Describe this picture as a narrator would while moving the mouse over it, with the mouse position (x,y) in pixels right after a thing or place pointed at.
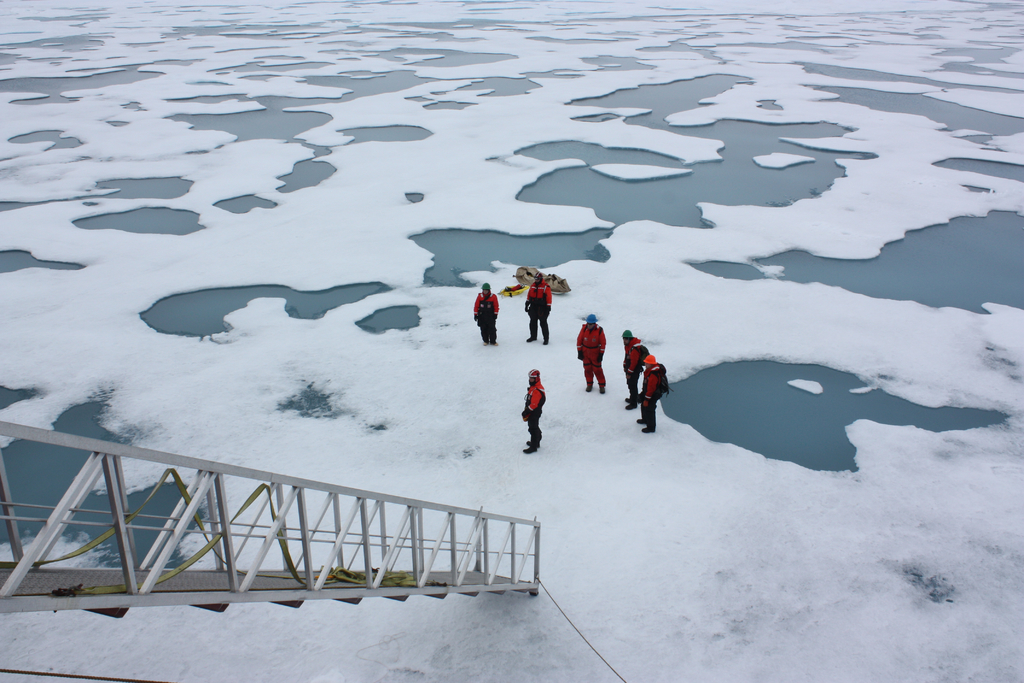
In the center of the image (489,294) there are people (637,355) standing on the snow (550,456). We can see water (684,212). On the left (319,580) there is a pole (109,523).
